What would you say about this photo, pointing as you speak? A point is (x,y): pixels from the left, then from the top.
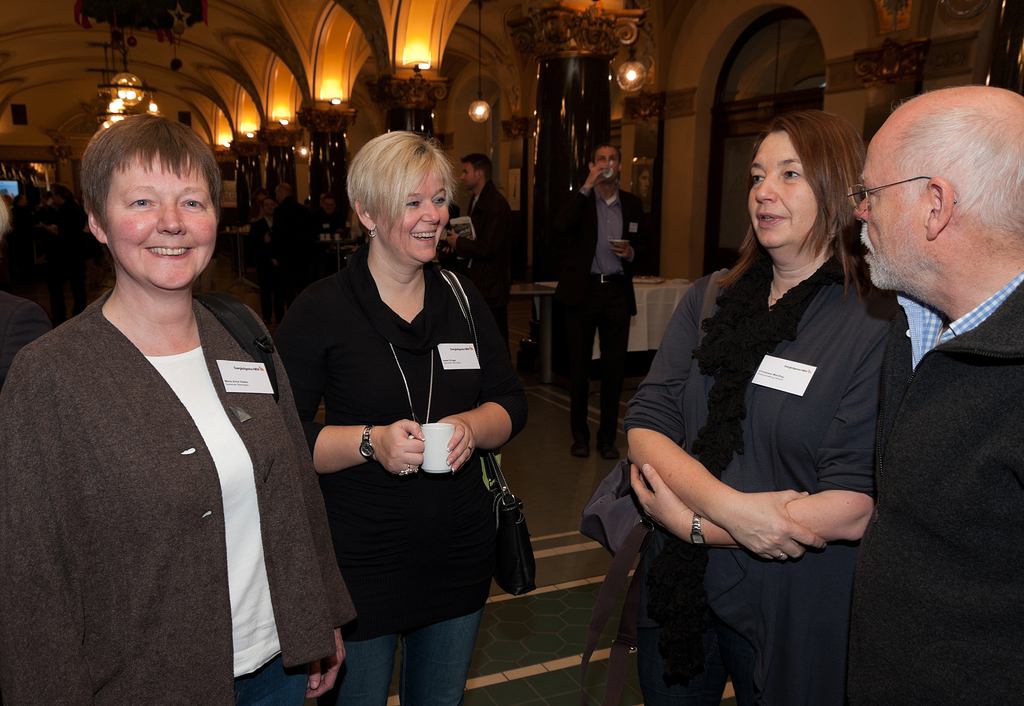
In this image I can see number of people (361,354) are standing and I can see few of them are carrying bags (497,475). I can also see few people (377,378) are holding mugs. I can also see most of them are wearing black colour of dress (496,393). I can also see white colour papers (772,362) on their dresses (606,315) and on these papers (469,345) I can see something is written. In the background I can see number of lights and in the front (252,693) I can see two persons (125,147) are smiling.
